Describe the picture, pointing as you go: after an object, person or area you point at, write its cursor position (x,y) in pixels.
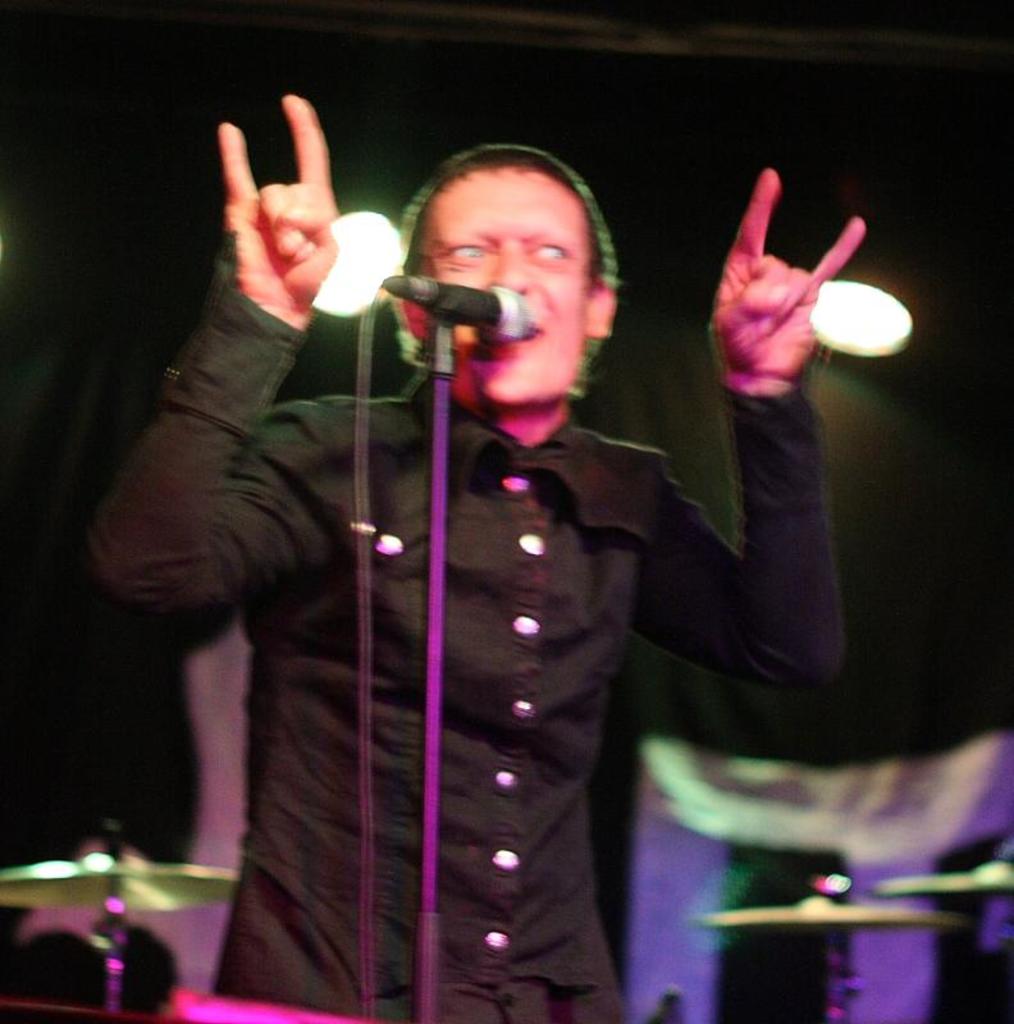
In this image I can see a person (172,482) wearing a black color jacket (268,524), stand in front of a mike (499,317) and on the background (860,323) I can see a light (906,316).
